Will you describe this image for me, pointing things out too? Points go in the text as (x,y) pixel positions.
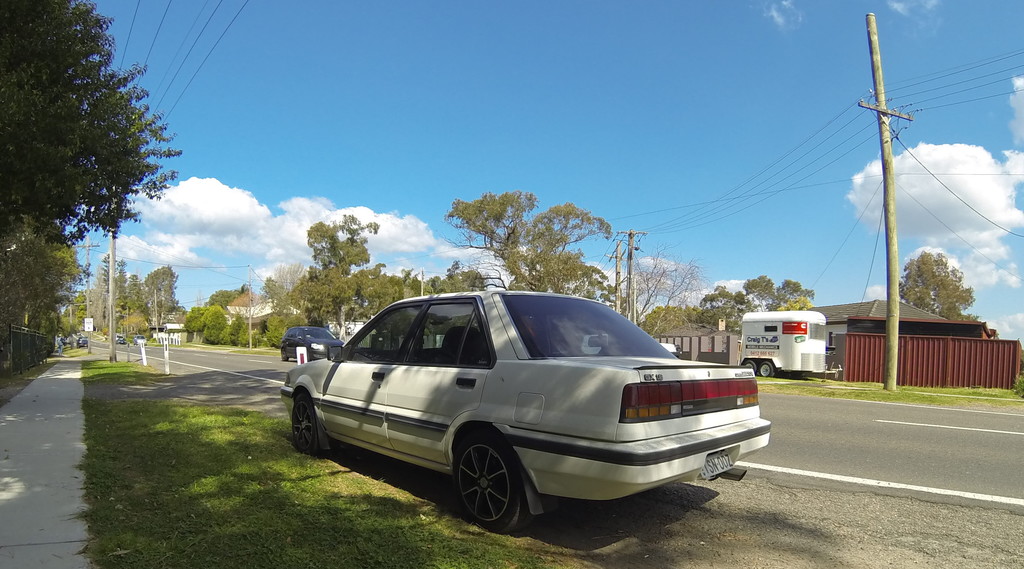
This image consists of a car (602,339) in white color is parked on the road (693,555). At the bottom (209,530), there is green grass (219,504). To the left (42,288) and right, there are trees (66,264). In the background (804,330), there is a house (834,327) along with a vehicle (816,340). At the bottom (932,524), there is a road (923,532).
